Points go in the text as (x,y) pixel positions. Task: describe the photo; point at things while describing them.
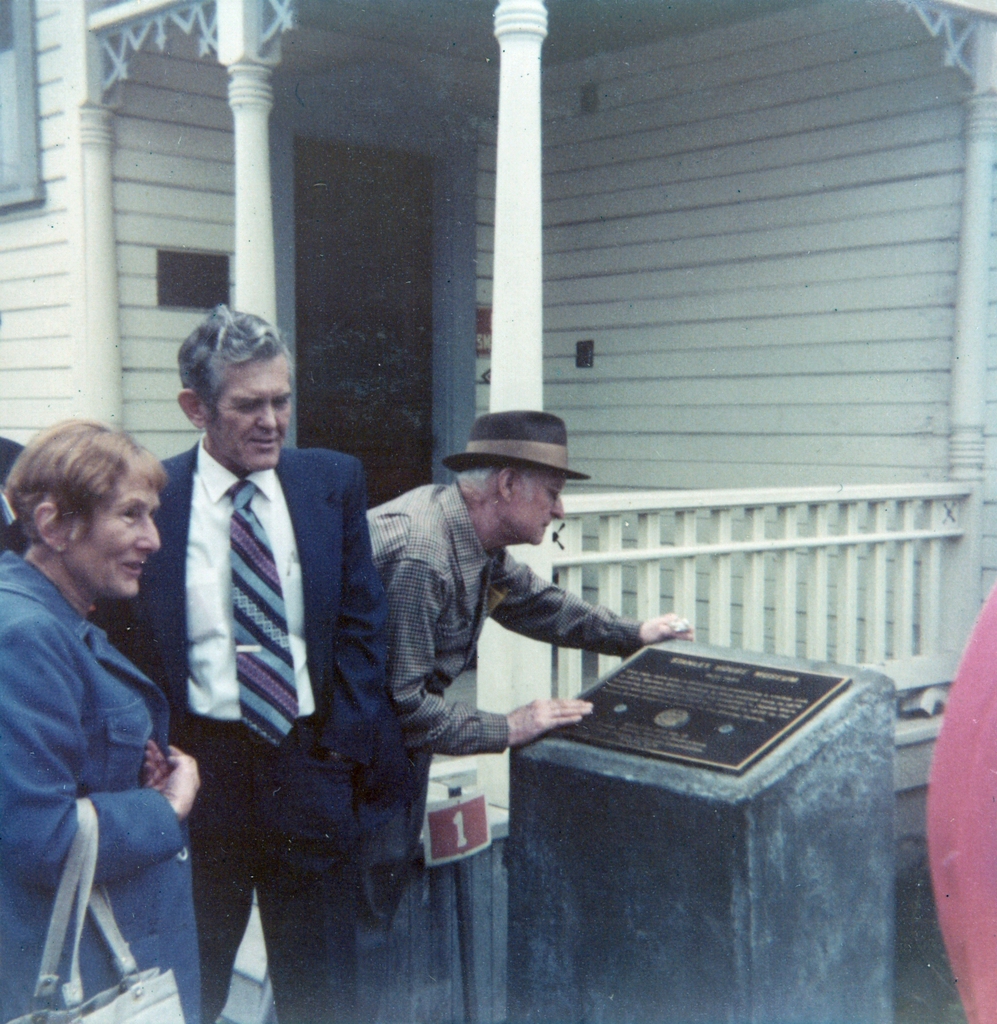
In this image there are a few people (265,497) standing, one of them has placed his hands (655,635) on the rock structure (666,767), on which there is a board (698,724) with some text (654,743) on it. In the background (478,188) there is a building (398,215).
